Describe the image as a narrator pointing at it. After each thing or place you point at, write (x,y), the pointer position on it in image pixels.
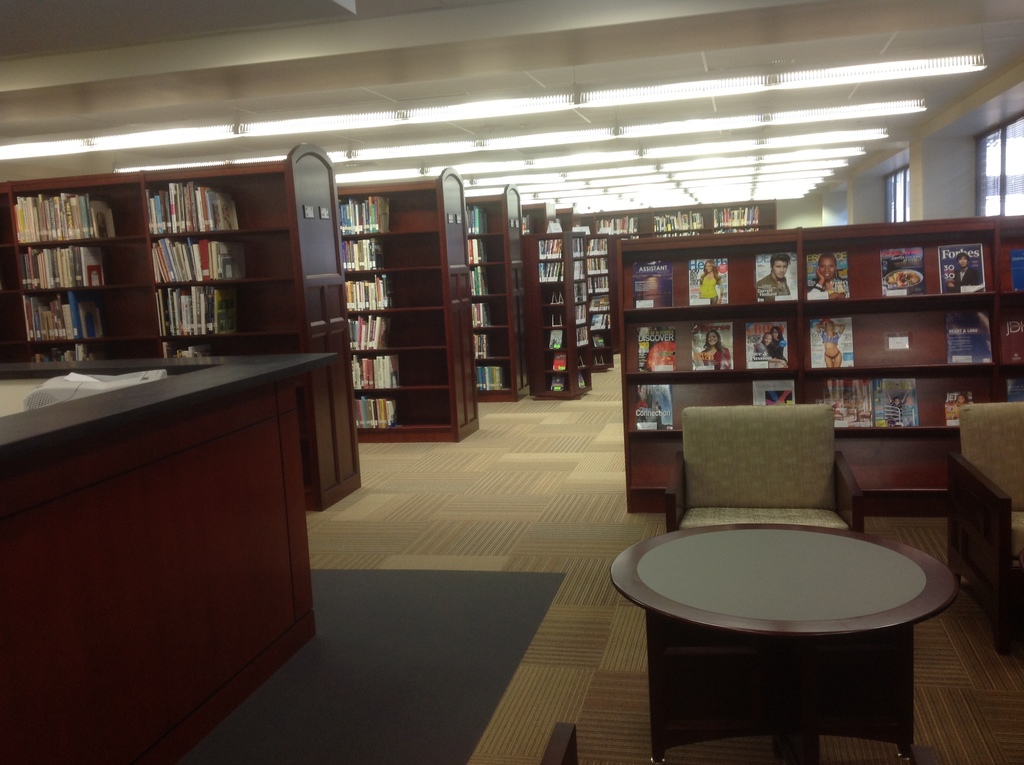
It is a library (465,335), there are lot of cupboards (322,270) and many books (387,358) inside the cupboard (334,229), to the left side (134,465) there is a table (112,367), to the right side (772,658) there is another table (724,611), in the background (993,154) there is a window (986,166) and a wall (954,168), wall (934,156) is of white color, to the roof (711,54) there are plenty of lights (760,142).
